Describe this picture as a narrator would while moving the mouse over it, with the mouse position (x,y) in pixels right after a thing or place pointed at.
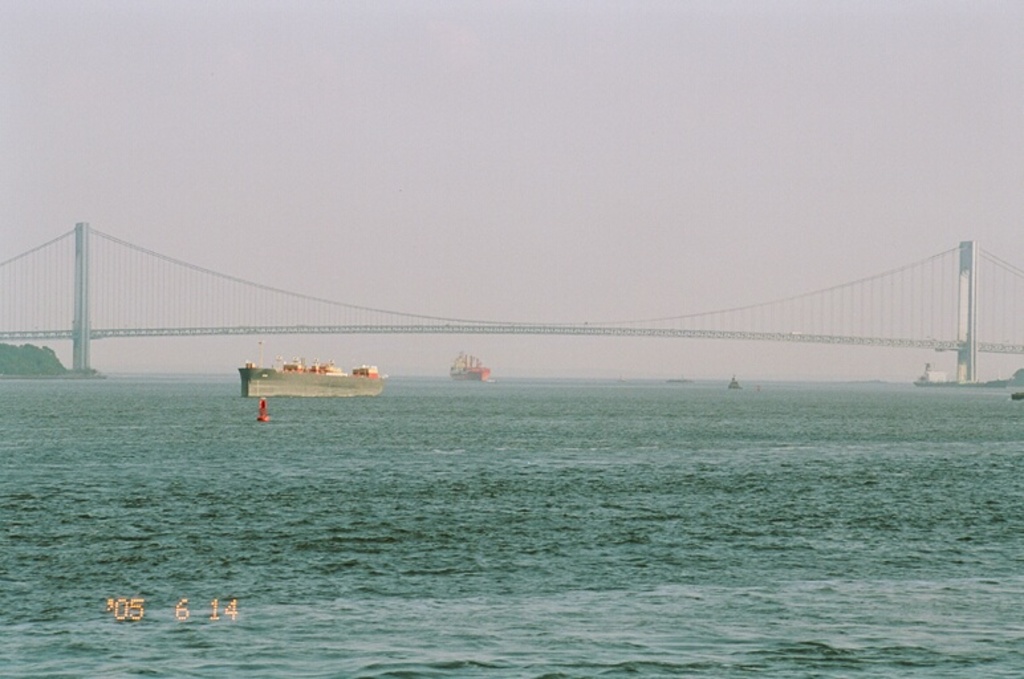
In the image there are ships (469,366) on the water (260,463). There is a bridge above the water (112,424). And also there are pillars (75,355) in the water (86,394). On the left side of the image (30,352) there are trees (61,371). At the top of the image (440,128) there is sky (56,254).
